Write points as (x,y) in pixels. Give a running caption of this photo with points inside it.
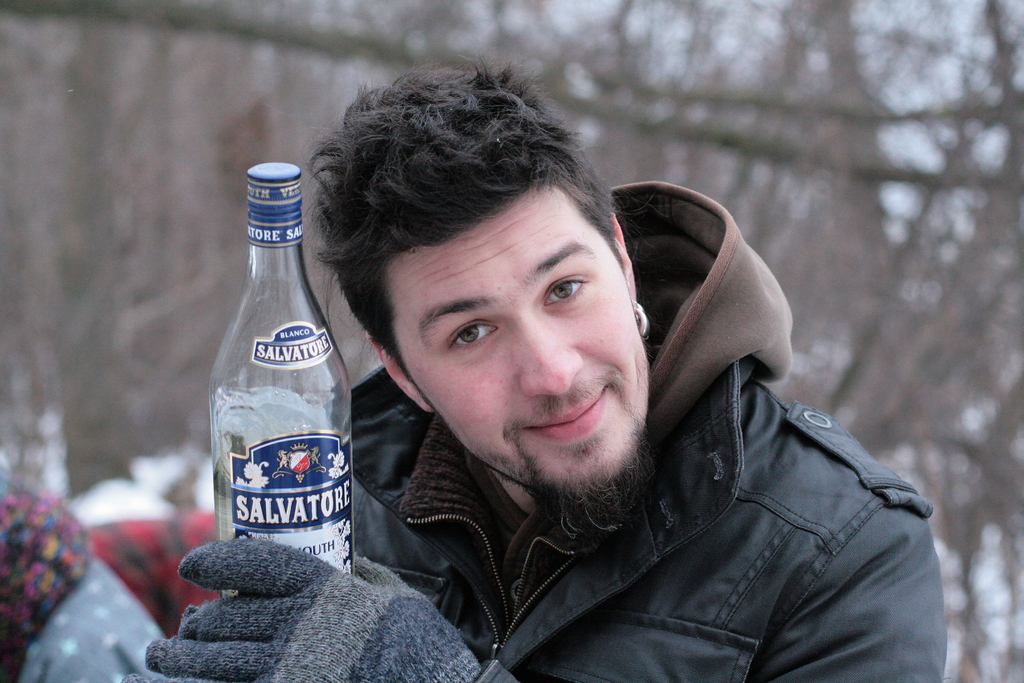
In this picture we see a man (334,189) holding a bottle (284,169) in his hand (258,645).
